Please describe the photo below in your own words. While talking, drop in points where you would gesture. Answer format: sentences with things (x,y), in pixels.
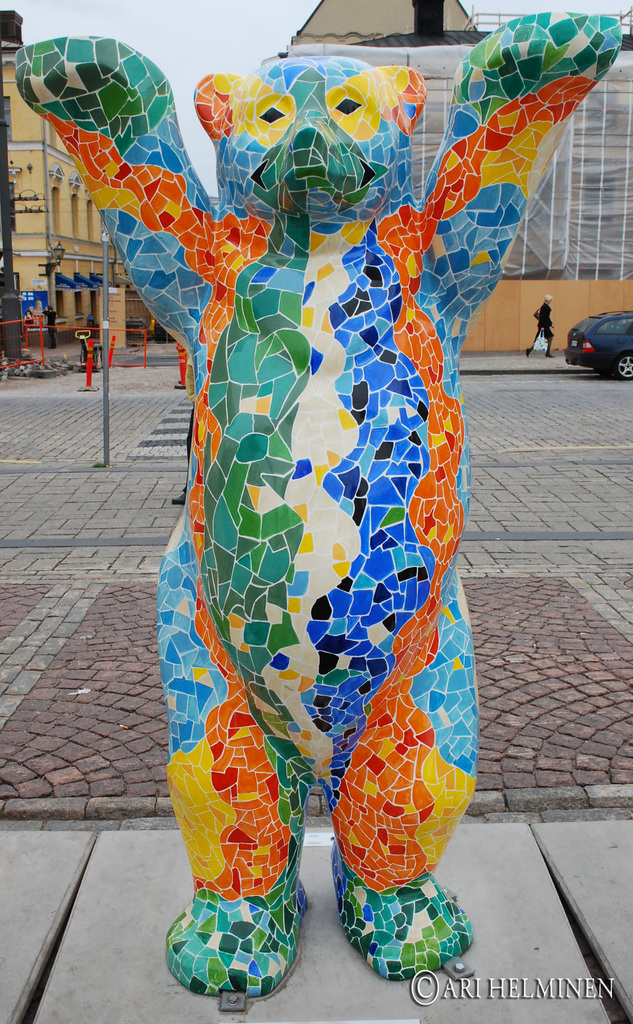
In this image we can see a statue (372,604) on the ground (494,903). On the backside (186,46) we can see a car (578,356), a person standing holding a cover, some poles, buildings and the sky (181,95) which looks cloudy. On the bottom of the image (414,997) we can see some text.
